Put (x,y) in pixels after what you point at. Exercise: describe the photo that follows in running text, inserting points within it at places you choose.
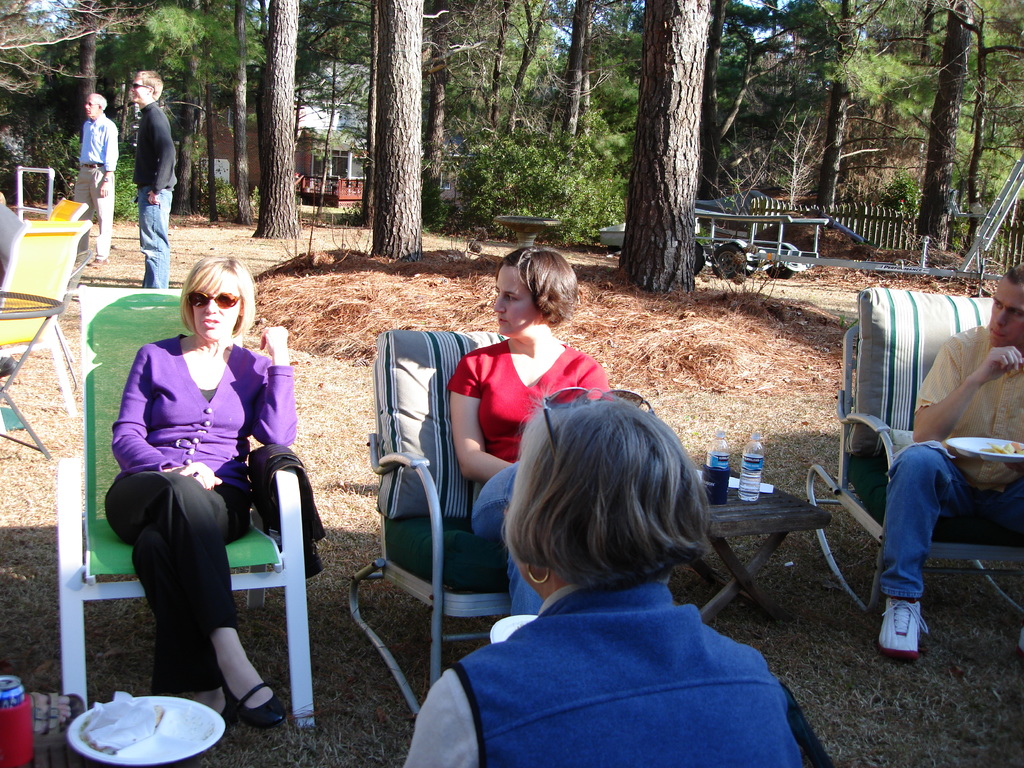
In this image, we can see people (294,399) sitting on the chairs (13,324) and some are standing, one of them is holding a plate (1000,456) containing food (991,453). In the background (380,130), there are trees (569,95) and we can see a vehicle (760,239) and there are sheds (305,135). At the bottom (13,697), there is ground (318,453) and some other objects (148,707) and we can see bottles (744,471) on the stand (716,508).
